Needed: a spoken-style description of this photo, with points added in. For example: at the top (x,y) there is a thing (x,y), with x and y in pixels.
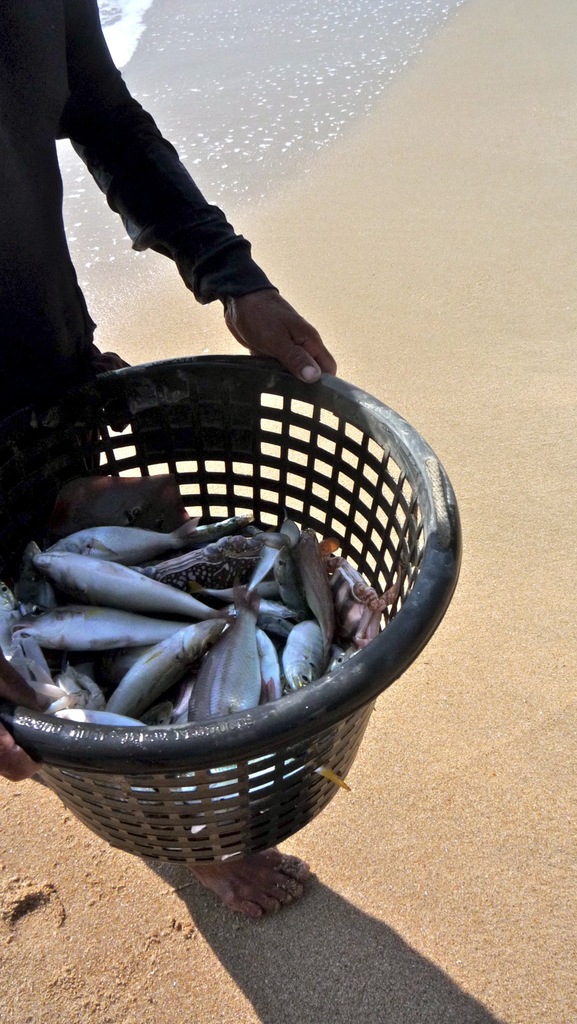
On the left side of the image (10,38) we can see a man (51,100) is holding a container (214,517) which consists of fishes (219,683). In the background of the image (479,367) we can see the soil (410,899). At the top of the image (195,78) we can see the ocean (219,57).
